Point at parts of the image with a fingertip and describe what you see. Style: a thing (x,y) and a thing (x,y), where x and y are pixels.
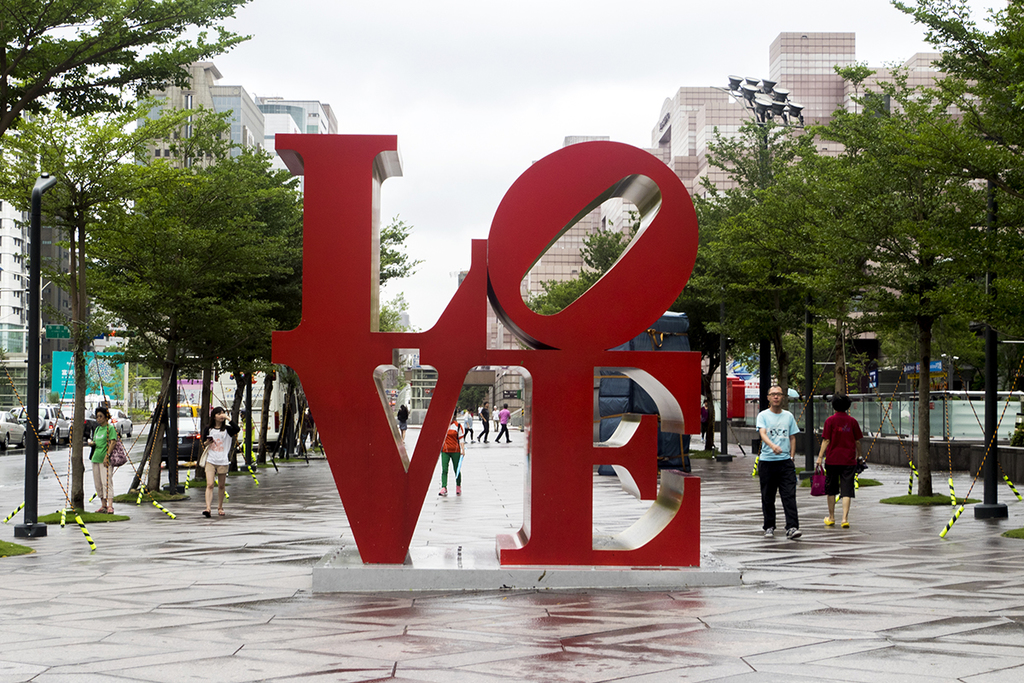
In this image we can see a logo (561,418) on a stand (684,577). There is a road (502,481). There are many people (794,458). On the sides of the road (491,497) there are trees (736,289). On the left side (131,425) there are vehicles (48,427). In the back (830,83) there are buildings (293,123). Also there is sky (559,78).
